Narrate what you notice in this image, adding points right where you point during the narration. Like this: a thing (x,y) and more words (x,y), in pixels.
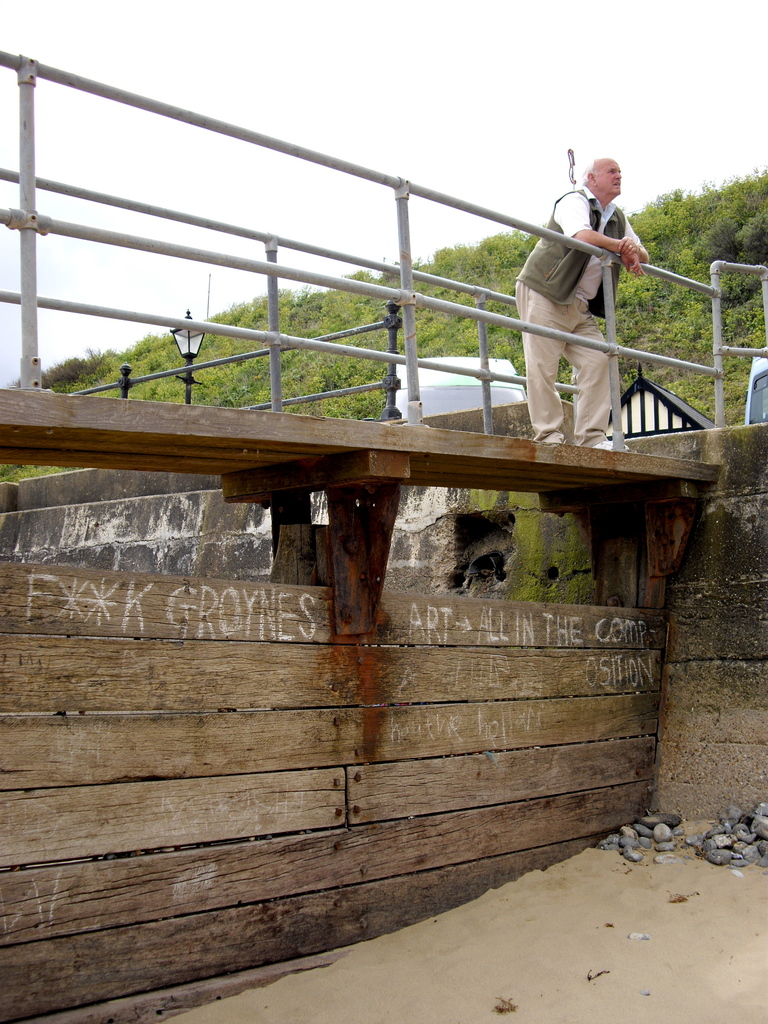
In this image we can see a person (592,330) standing on the bridge (422,447), few stones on the ground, there are few railings (395,381), a light pole (192,351), objects (519,398) looks like vehicles (506,398) and tent (627,428) and there are few trees (739,421) and the sky (293,170) in the background (430,249).
